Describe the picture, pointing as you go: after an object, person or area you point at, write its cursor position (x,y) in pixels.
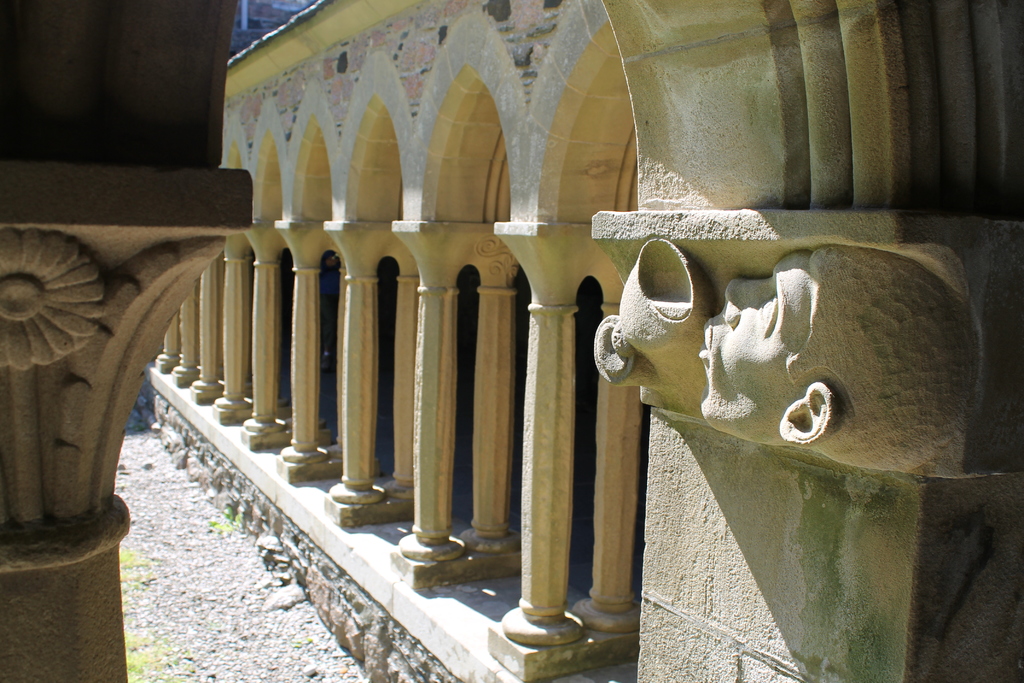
There are pillars (433,399) with arches (487,176). On the pillars (148,342) there are sculptures (660,363).
